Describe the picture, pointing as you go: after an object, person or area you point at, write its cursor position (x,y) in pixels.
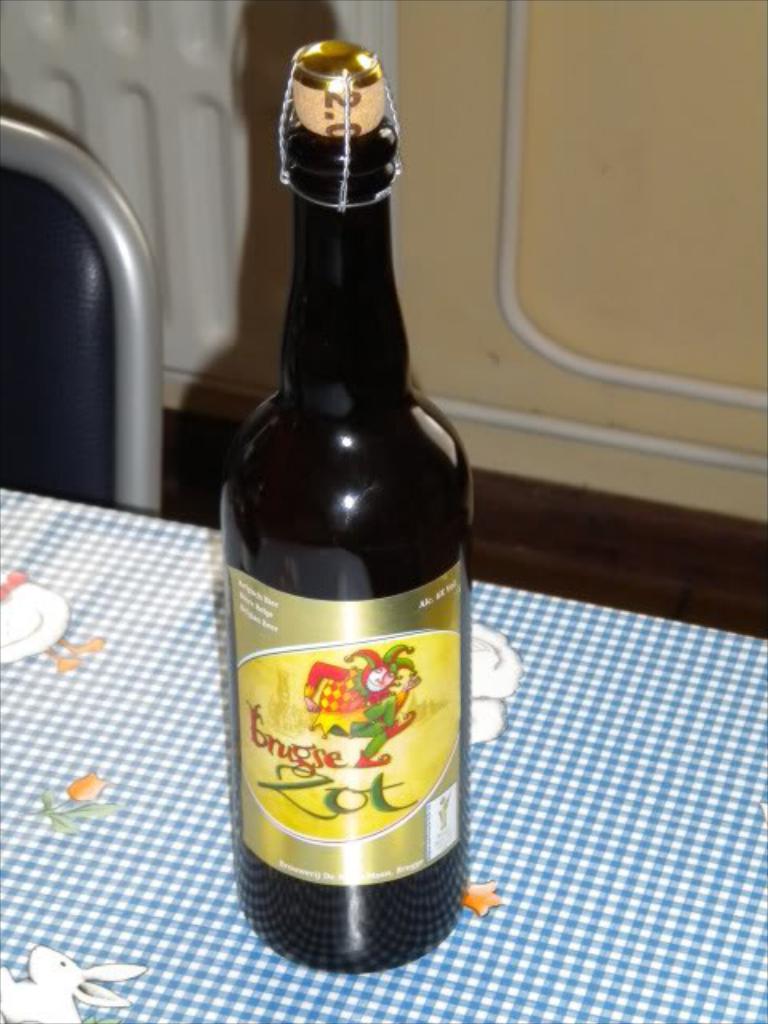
In this image I can see a bottle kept on table (93,641), on the table (105,715) I can see a cloth (74,501), in front of table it might be a chair (68,207) on the left side (17,394).
